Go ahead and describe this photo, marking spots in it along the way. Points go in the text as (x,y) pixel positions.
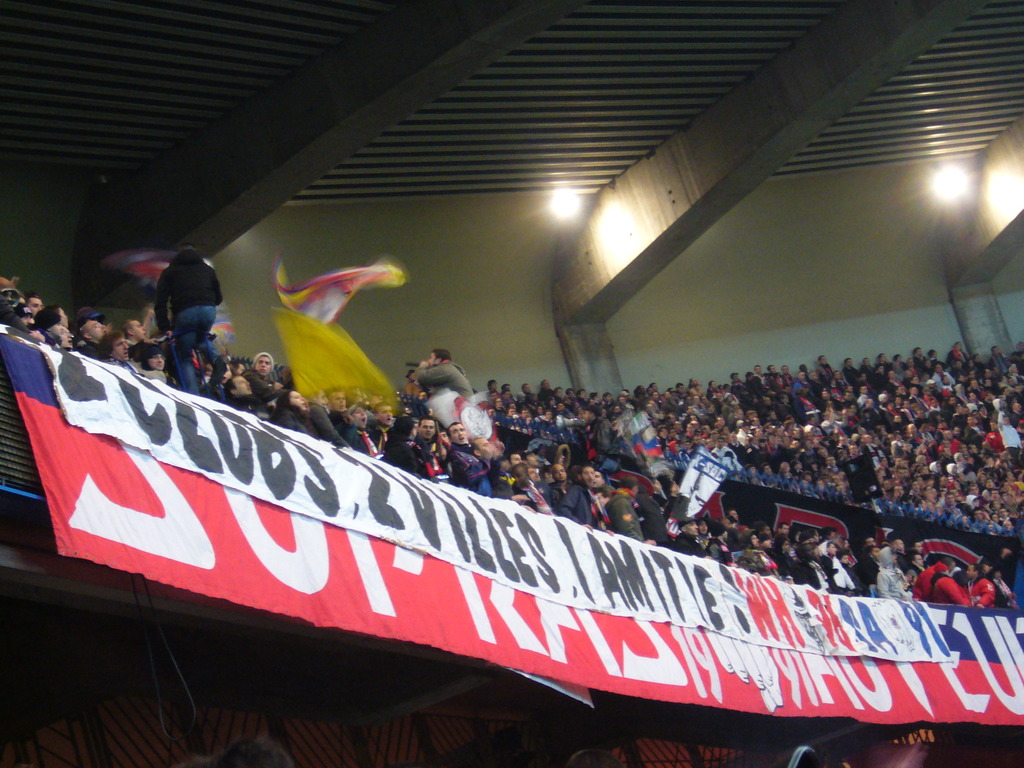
The picture is taken in a stadium (37,277). In the foreground of the picture (291,533) there are banners (346,470). In the center of the picture (515,478) there are audience (992,490) waving flags (699,452), few are standing and others sitting in chairs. At the top (241,100) there are lights (937,197) and ceiling (968,100).
